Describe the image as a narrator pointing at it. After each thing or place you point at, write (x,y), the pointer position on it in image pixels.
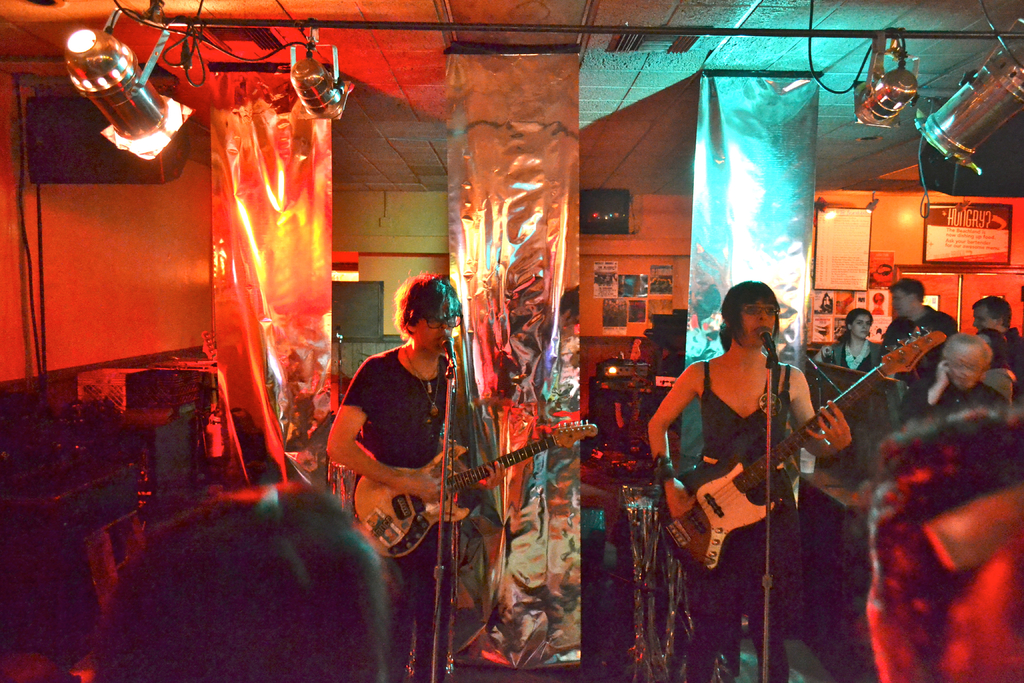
It is a pub (513,407) and here is a music concert two people (709,399) are standing in front of the mike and holding guitar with them, one is man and one is woman (731,432). people (909,438) around them are enjoying the music there are lights (299,74) and other music systems (636,441), in the background (419,267) there is a wall (641,265) and posters (664,293) and a notice board (846,244).
